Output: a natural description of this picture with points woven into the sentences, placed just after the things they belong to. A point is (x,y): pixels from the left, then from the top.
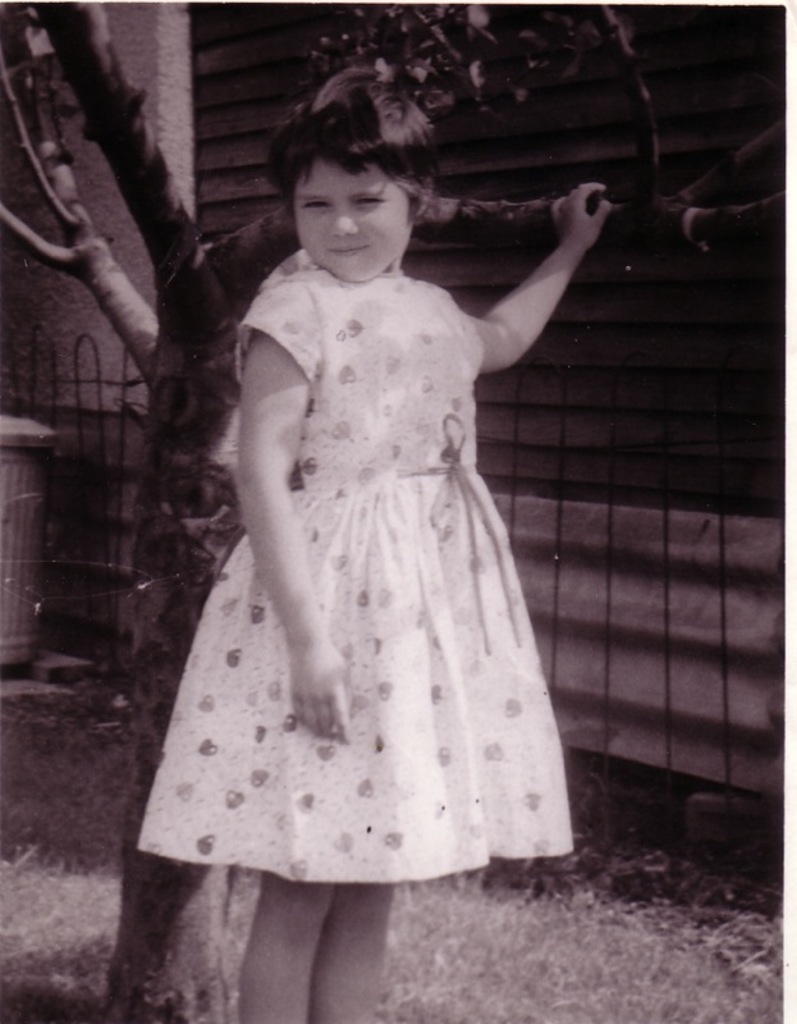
In this image we can see a black and white picture of a girl (406,367) wearing white dress (410,728) is standing on the ground (462,893) and holding a branch (455,226) of a tree (236,317). In the background of the image (578,545) we can see a fence (613,410) and a trash bin (12,501).
